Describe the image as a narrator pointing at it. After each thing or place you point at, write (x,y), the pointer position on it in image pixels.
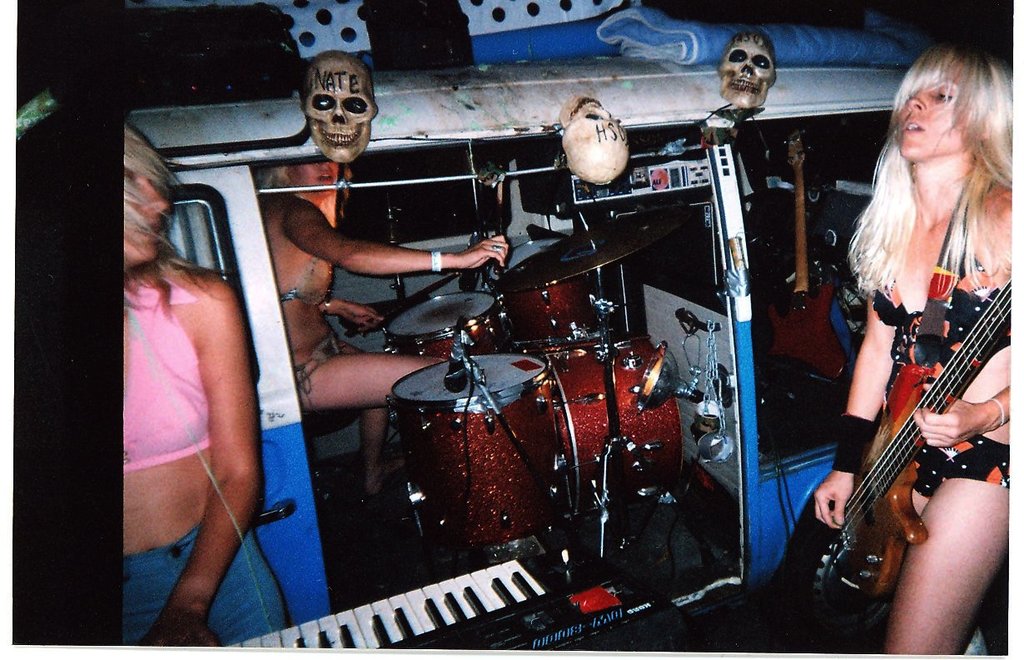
This image is clicked outside. There is a vehicle (350,546) in which there is a band (489,363). To the right (924,445), there is a woman (941,441) playing guitar (862,532). The vehicle (403,554) is in blue color. In the front (502,615), there is a piano (455,624).
